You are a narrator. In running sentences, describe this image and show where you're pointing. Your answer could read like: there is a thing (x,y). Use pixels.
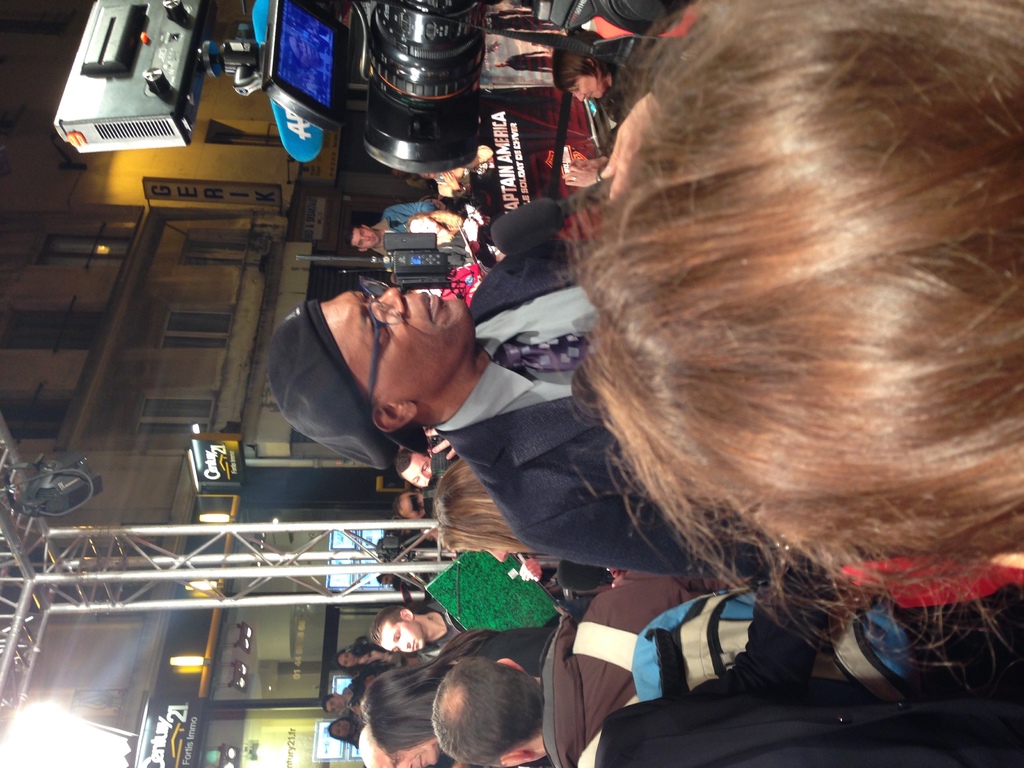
In this image I can see the group of people (634,554) with different color dresses (606,503). To the right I can see the camera (402,107). To the left (244,653) I can see the metal rods (303,571) and the buildings (238,662) with boards (177,701) and lights (30,745).
